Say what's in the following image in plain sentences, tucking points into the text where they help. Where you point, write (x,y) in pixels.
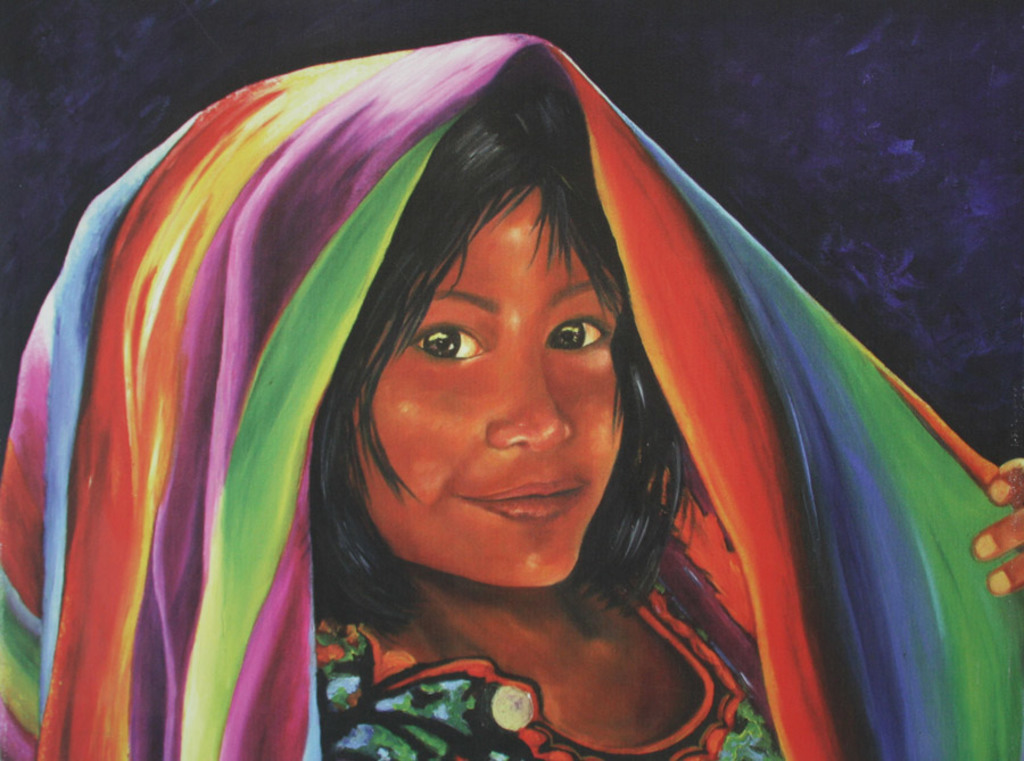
In this image I can see the painting (279,510) of the person (339,517) wearing the colorful dress (451,680). And there is a black and purple color background (810,228).
